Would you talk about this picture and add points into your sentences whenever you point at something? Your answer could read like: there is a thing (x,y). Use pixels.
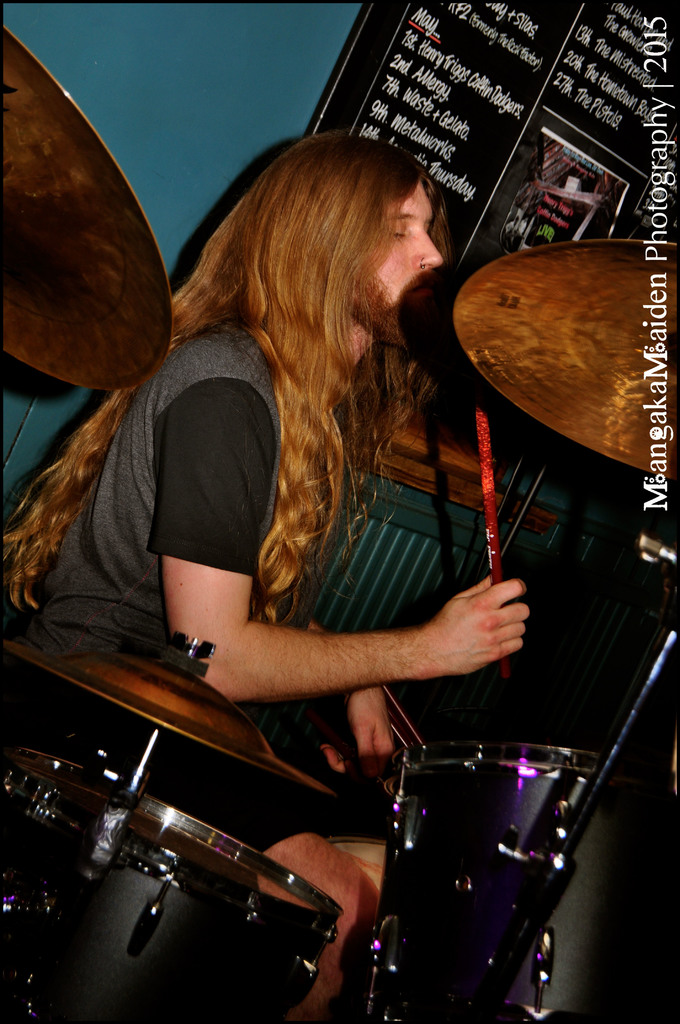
In this image, we can see a man (294,493) holding stick (498,576) and in the background (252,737), we can see musical instruments (445,820).
